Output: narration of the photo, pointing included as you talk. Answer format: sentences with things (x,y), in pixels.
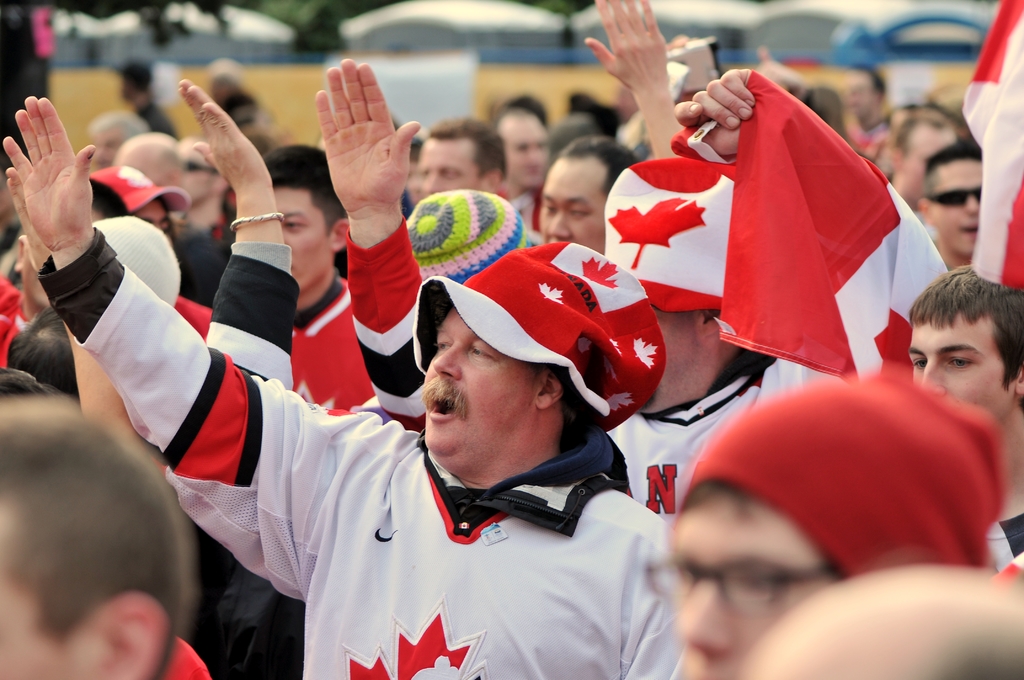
In this image in front (942,626) there are people (716,138). In the background of the image (551,71) there is a wall (568,71). There are tents (407,27).
